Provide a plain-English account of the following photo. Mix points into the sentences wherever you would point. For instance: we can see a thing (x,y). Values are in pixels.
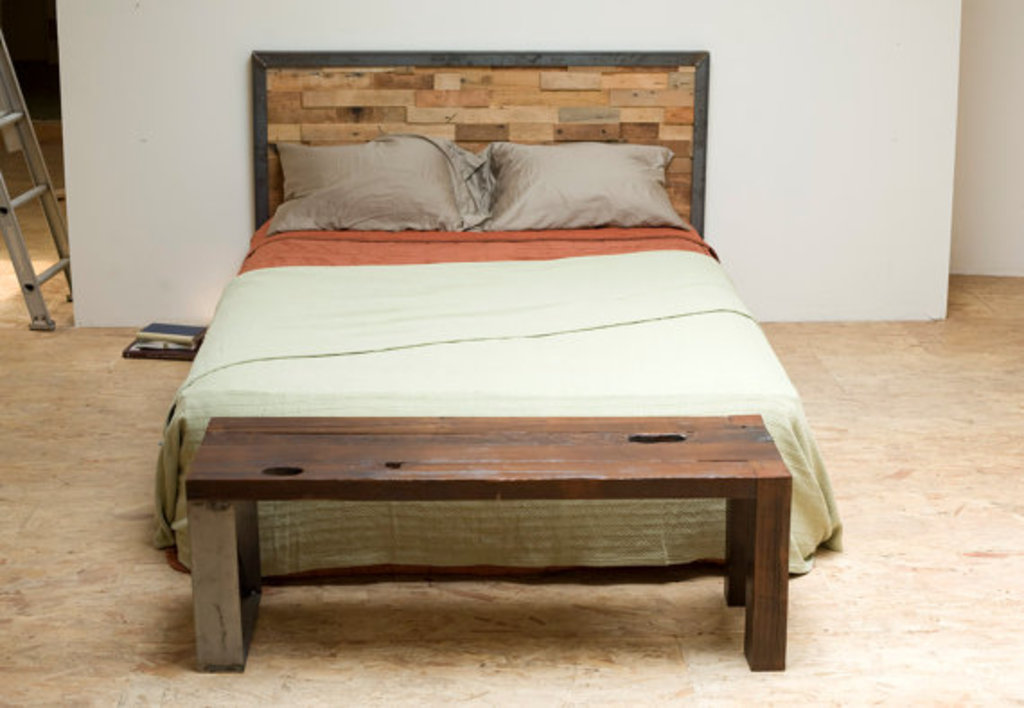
In this image we can see the inner view of a room (834,640) and there is a bed (559,267) with two pillows (341,165) and blankets (409,377) and there is a table (774,547). We can see some other objects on the floor (985,385) and there is a ladder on the left side of the image (49,316) and we can see the wall (834,149).
